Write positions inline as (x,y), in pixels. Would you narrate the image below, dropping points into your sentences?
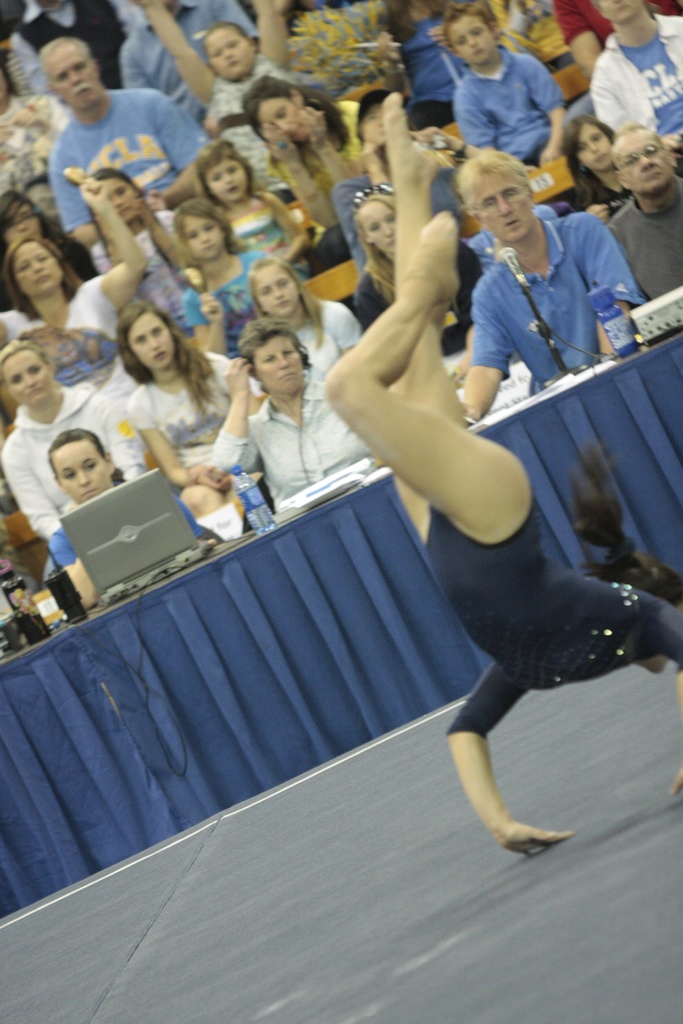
In the center of the image (440,469) we can see a person (596,626) performing on the floor (472,808). In the background (105,490) we can see table (273,649), laptop (132,580), bottle (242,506), mic (557,360) and a group of persons (259,153).
